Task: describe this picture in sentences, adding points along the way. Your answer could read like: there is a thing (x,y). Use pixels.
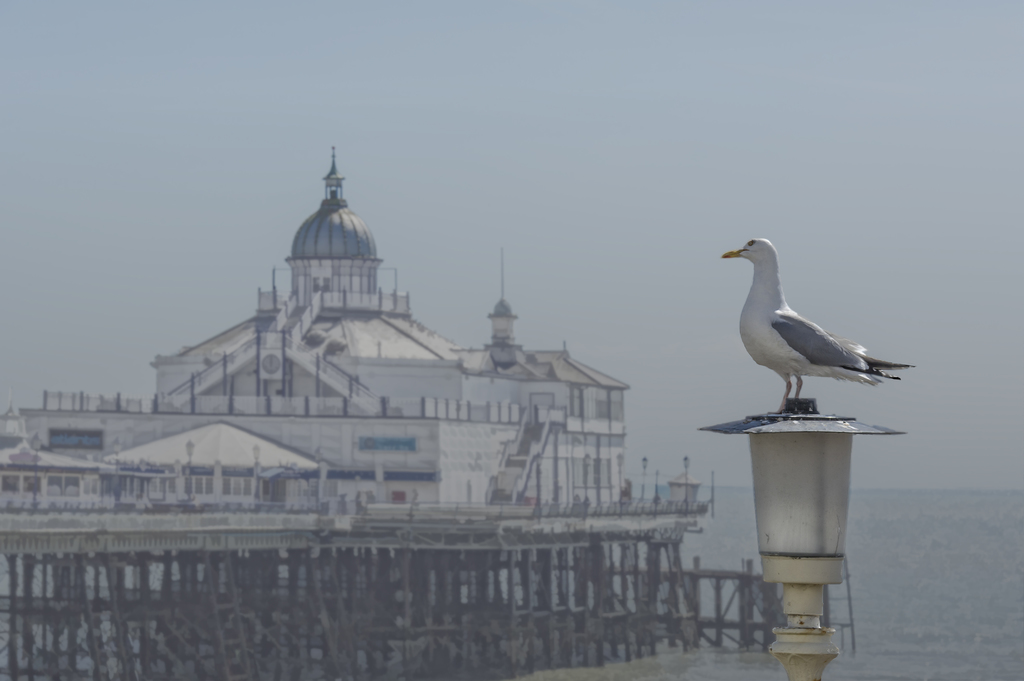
There is a bird (801,352) on a lamp (780,576). There is a building (259,476) on the left (327,298) and there are ladders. There is water (898,587) at the back (881,650).
